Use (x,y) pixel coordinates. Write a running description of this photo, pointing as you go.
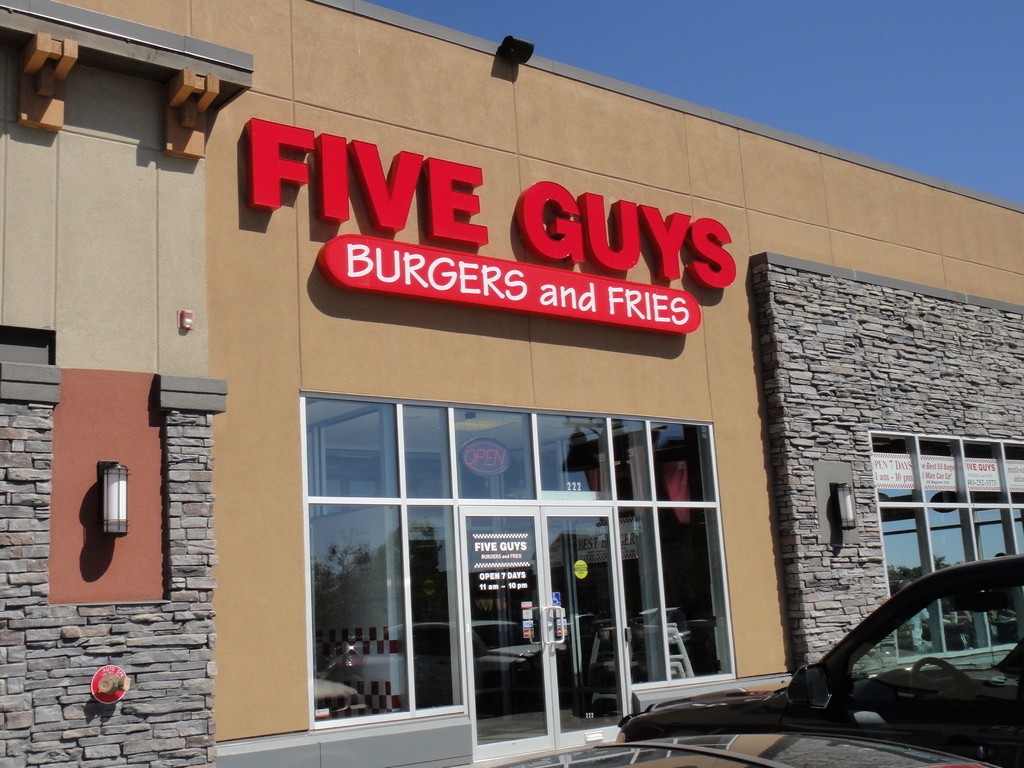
In this picture we can see the sky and a store (844,290). We can see the hoarding (700,236), glass door (523,656). Through glass (495,666) we can see the board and few objects (369,654). We can see the objects (841,485) on the wall (813,492). At the bottom portion of the picture (875,657) we can see the vehicle (881,712).
